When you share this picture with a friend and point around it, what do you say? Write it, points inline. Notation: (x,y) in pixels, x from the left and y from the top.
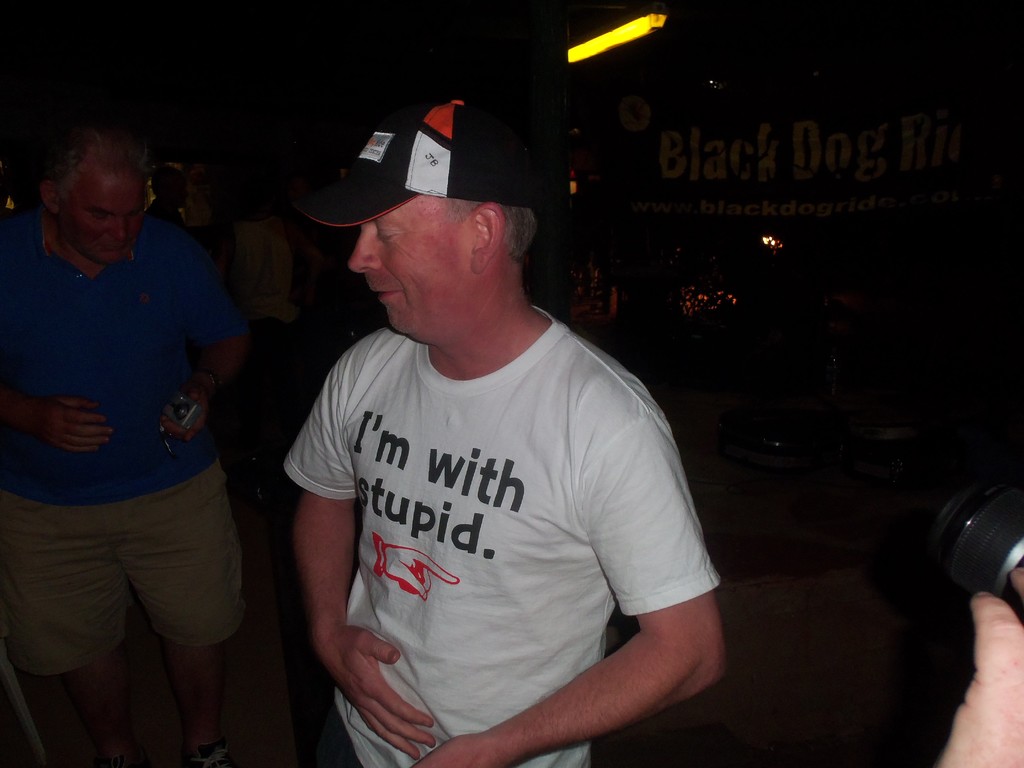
In this image I can see a person (504,732) standing wearing white color shirt (416,393), a black color cap (391,179). The person (179,272) at left (179,272) wearing blue shirt (89,480), brown pant (123,504) and I can see black background (656,159).
